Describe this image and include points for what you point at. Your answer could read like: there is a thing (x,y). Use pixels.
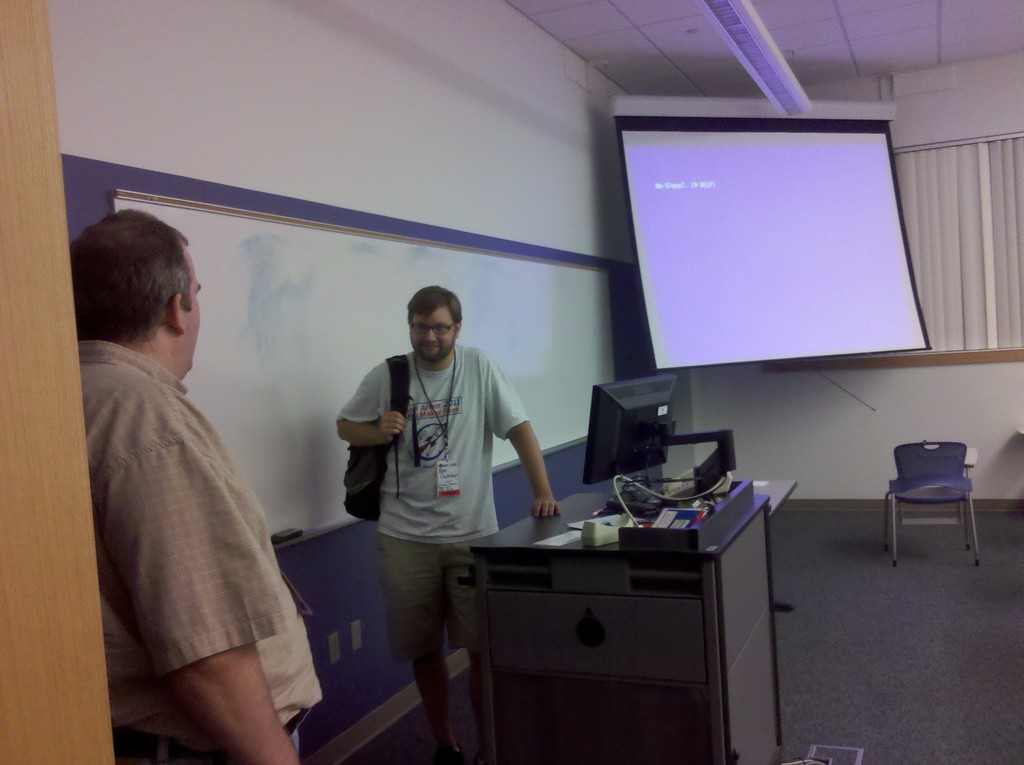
In this image we can see two persons (395,553) standing. One person (421,445) is wearing specs (454,326) and tag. And he is holding a bag (406,361). There is a cabinet (587,593). On the cabinet (615,588) there is a computer (597,461) and some other objects (679,499). In the back (905,472) there is a chair (899,481). Also there is a screen (670,192) and curtain (914,253).
